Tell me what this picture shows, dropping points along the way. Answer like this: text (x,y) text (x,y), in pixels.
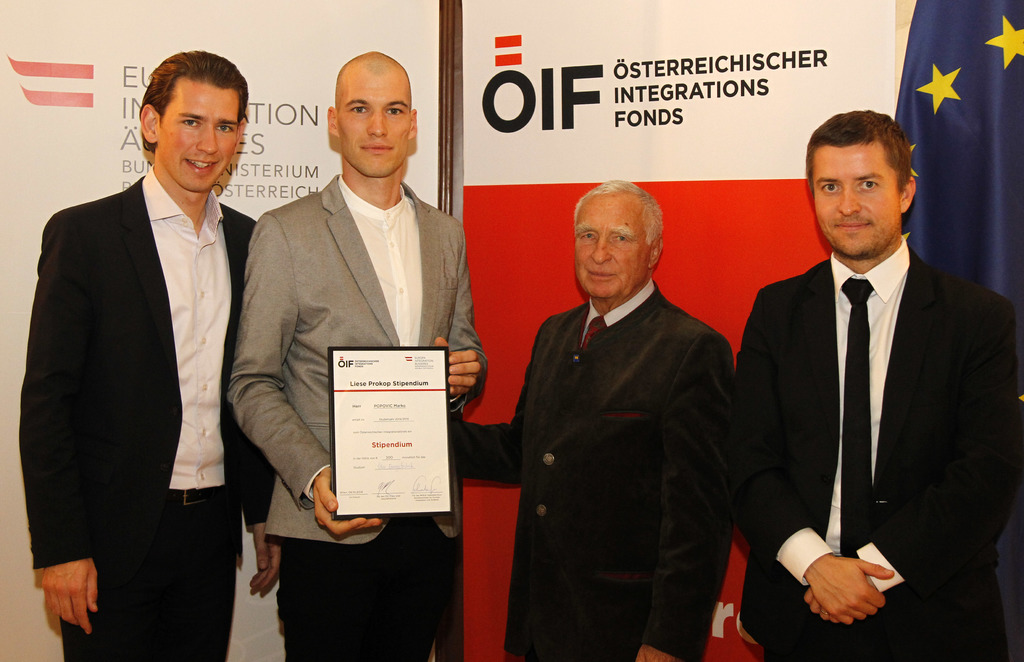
In this image I can see the group of people (164,499) with white, black and an ash color dresses (293,491). I can see one person (321,464) holding the board (339,453). In the background (430,114) I can see the banners (296,128) and the flag (988,241).
